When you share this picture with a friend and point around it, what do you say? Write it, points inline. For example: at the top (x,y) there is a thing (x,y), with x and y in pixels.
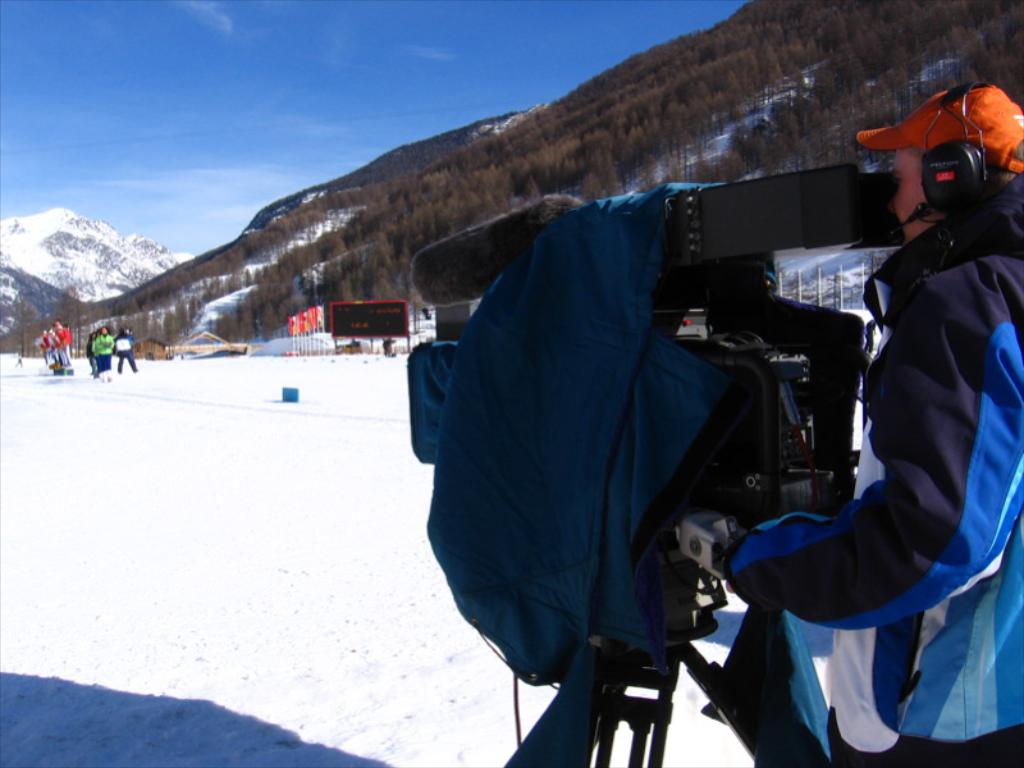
In this image, we can see a person (895,341) wearing headset (938,206), cap (919,122) and a coat (816,547) and there is a camera stand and a cloth (571,370). In the background (333,307), there are flags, boards (342,314), some people (92,350) and there are poles (820,273), trees (310,225) and hills (55,258). At the top (245,84), there is sky (191,100) and at the bottom (143,547), there is snow (279,582).
